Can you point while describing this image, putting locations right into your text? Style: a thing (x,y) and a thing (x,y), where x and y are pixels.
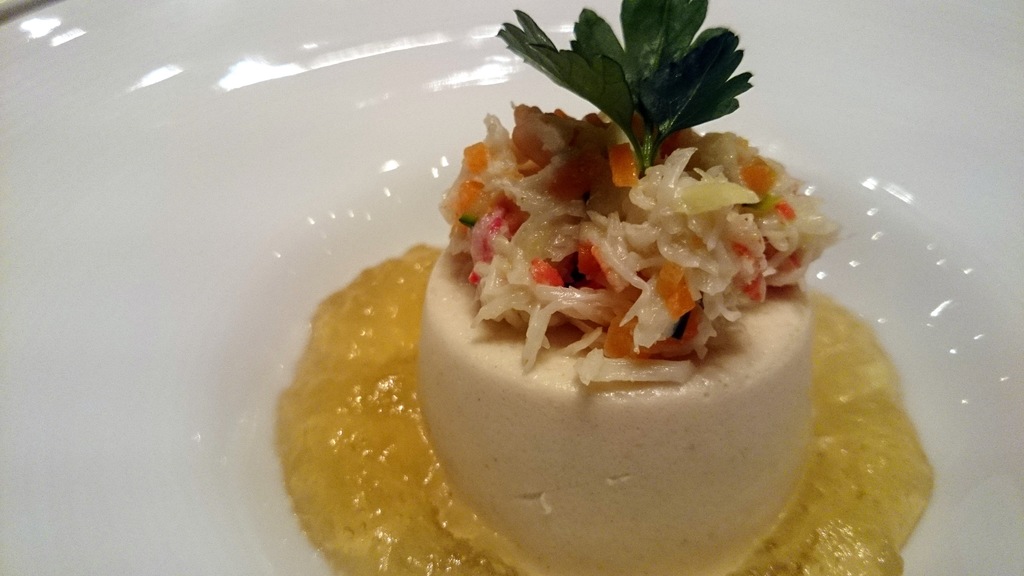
In this image there is a plate (171,254) with a food item (664,166) on it. There is a coriander leaf (627,85) and sauce (802,519).
